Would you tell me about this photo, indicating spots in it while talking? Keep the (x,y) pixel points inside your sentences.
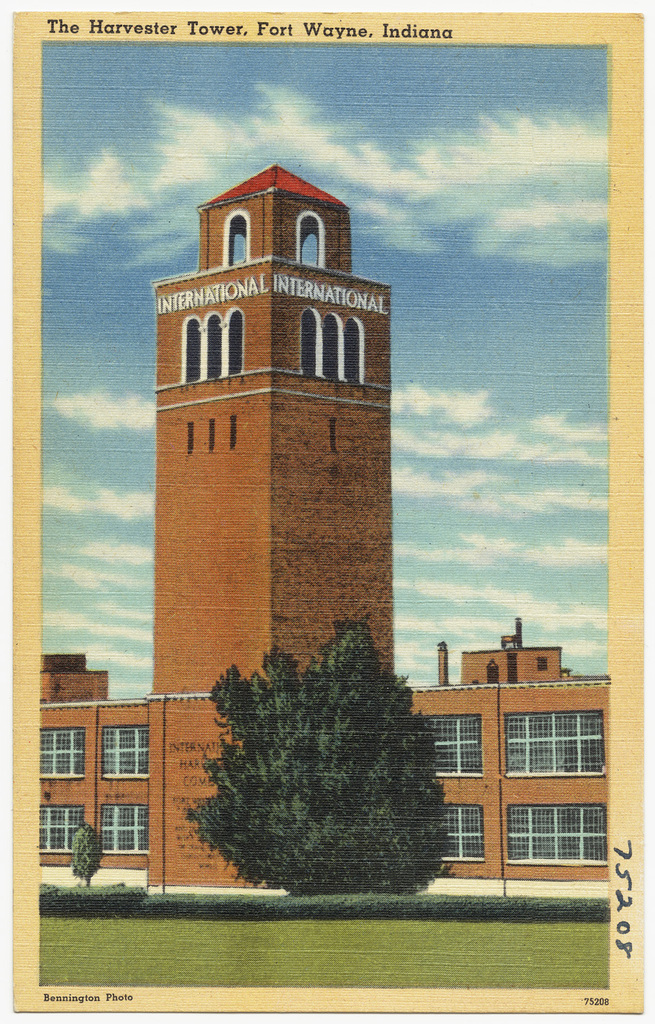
I can see that this is a depiction picture and I see the grass (198,965) in front (488,967) and in the background (224,522) I see the building (51,695) and I see the trees (283,828) and I see the sky (93,214) and on the top (326,24) and right bottom and left bottom of this image (66,997) I see something is written.
